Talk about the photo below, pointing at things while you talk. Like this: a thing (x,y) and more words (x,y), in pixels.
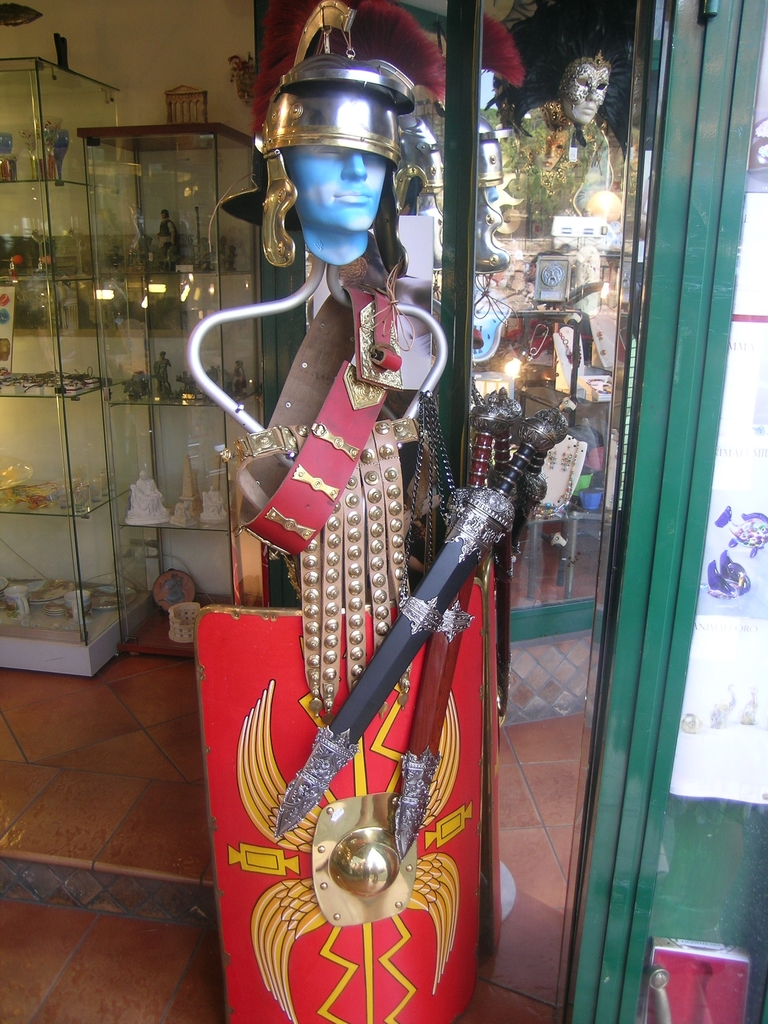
In the picture I can see weapons (390,638), some objects (246,824) are placed here. Here I can see glass doors (585,557) and some object (189,102) placed in the glass shelf (128,558) in the background (28,504).
